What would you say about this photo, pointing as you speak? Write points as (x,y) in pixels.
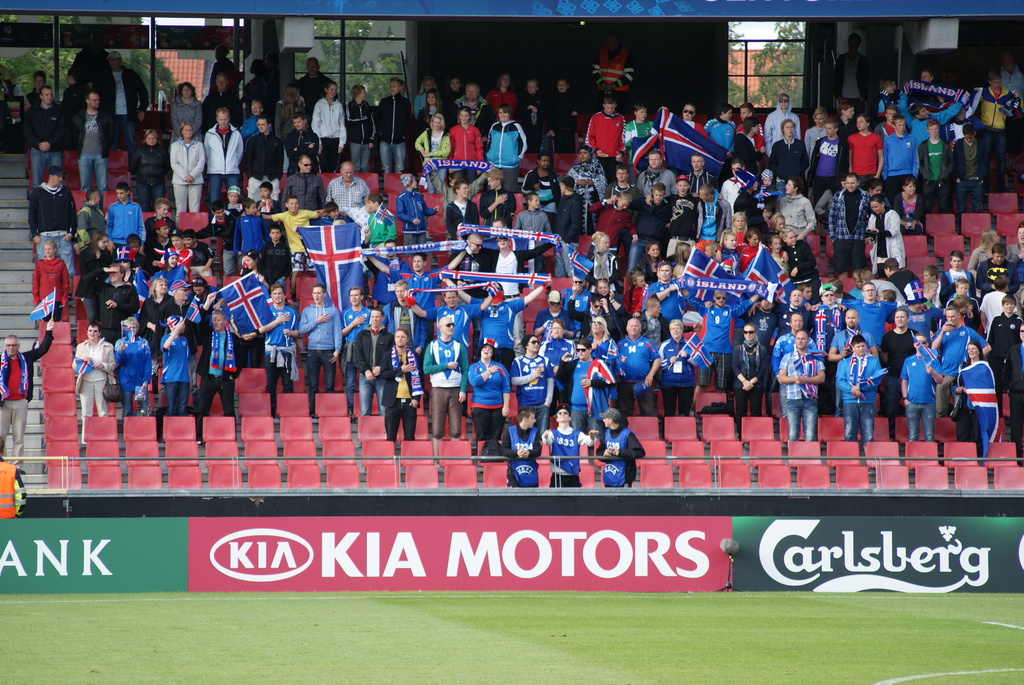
In this image there is grass (172,656). There is a small wall (324,563). There are chairs (337,446). There are steps (12,286). There are people (94,384) standing. There is gate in the background (758,94). There are trees (780,59) behind the gate (756,75).
